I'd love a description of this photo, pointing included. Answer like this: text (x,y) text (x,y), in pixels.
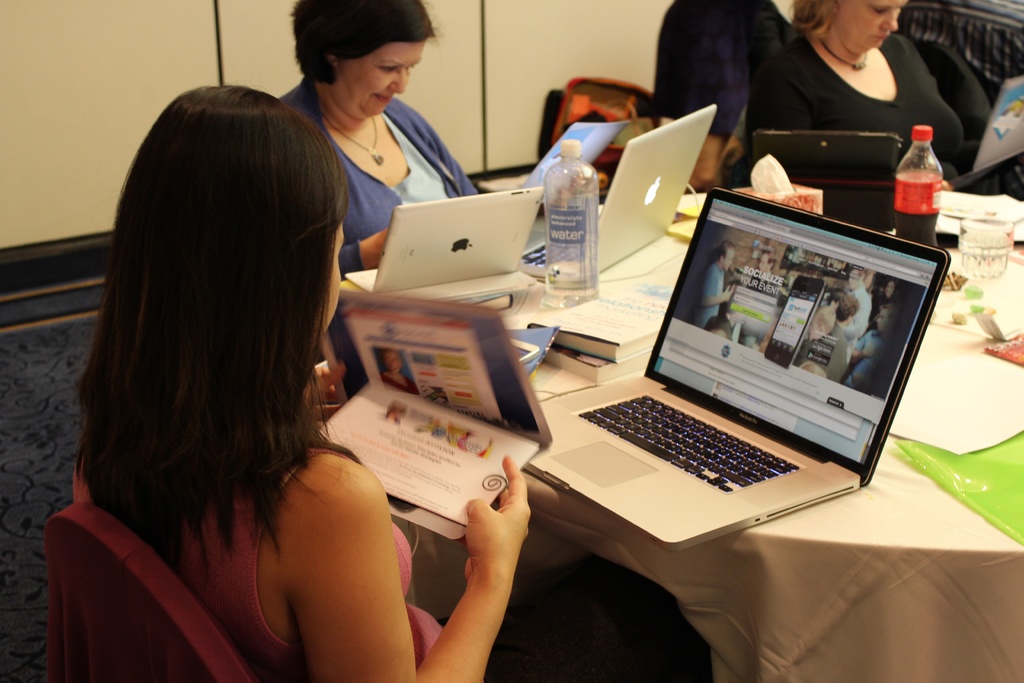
In this picture there is a table (514,323) on the right side of the image (730,566), which contains laptops (832,226), papers (1023,229), books (552,332), and a bottle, there are people (386,491) those who are sitting around the table (1020,280) and there is a rug (46,434) on the floor (46,434).
